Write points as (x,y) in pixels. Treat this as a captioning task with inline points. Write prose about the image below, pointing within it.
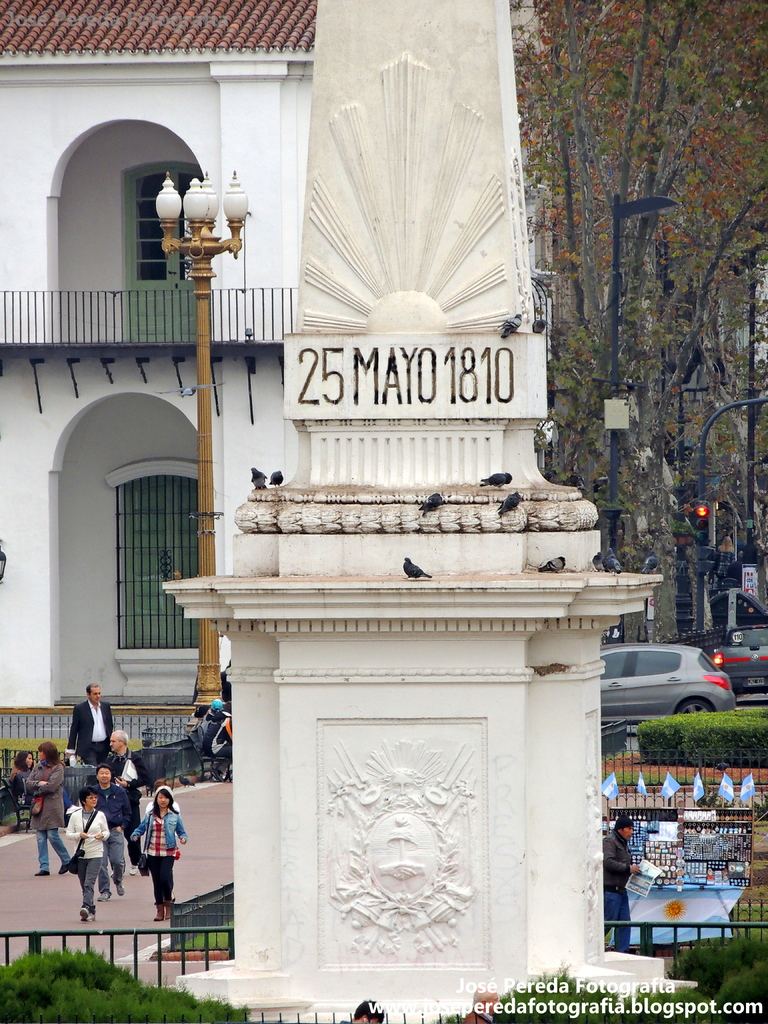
In the image we can see in front (487,41) there is a statue (431,561), behind there are people (39,837) standing on the footpath (96,915). There are cars (681,698) parked on the road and there are trees (650,310) and there is a building (130,690) at the back (175,325).
